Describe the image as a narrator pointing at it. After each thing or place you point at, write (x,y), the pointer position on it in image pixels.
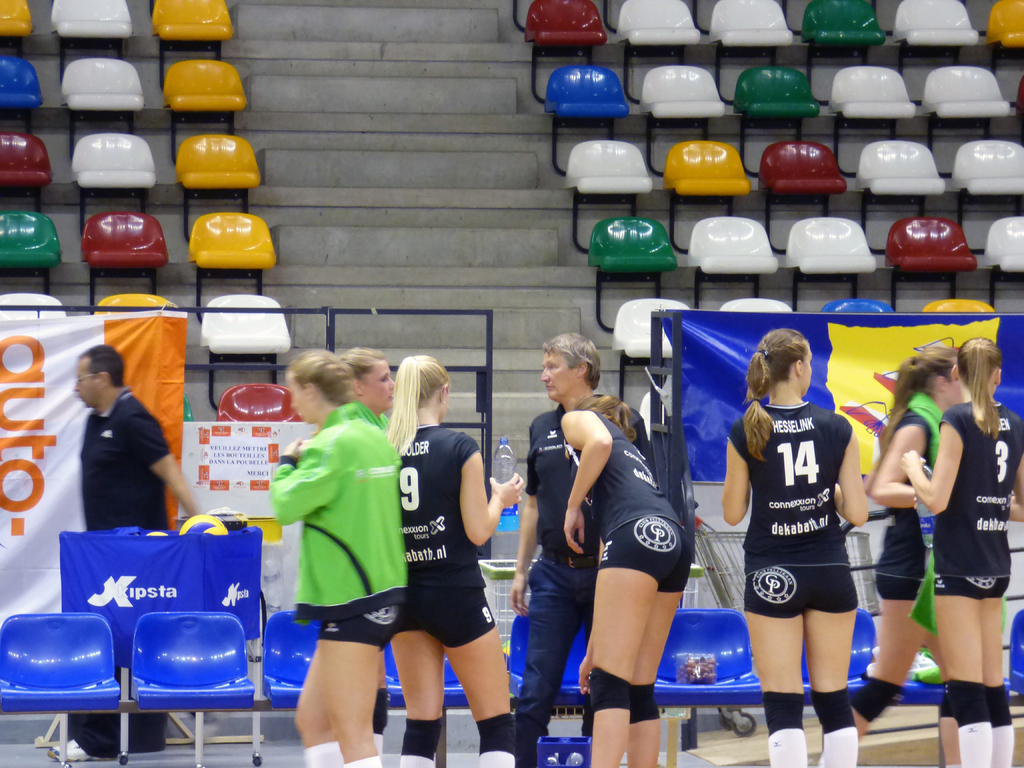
In the foreground (353,637) I can see a group of people (893,593) on the ground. In the background (302,311) I can see seats (150,706), fence (329,319), boards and a staircase (397,322). This image is taken during a day on the pitch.
